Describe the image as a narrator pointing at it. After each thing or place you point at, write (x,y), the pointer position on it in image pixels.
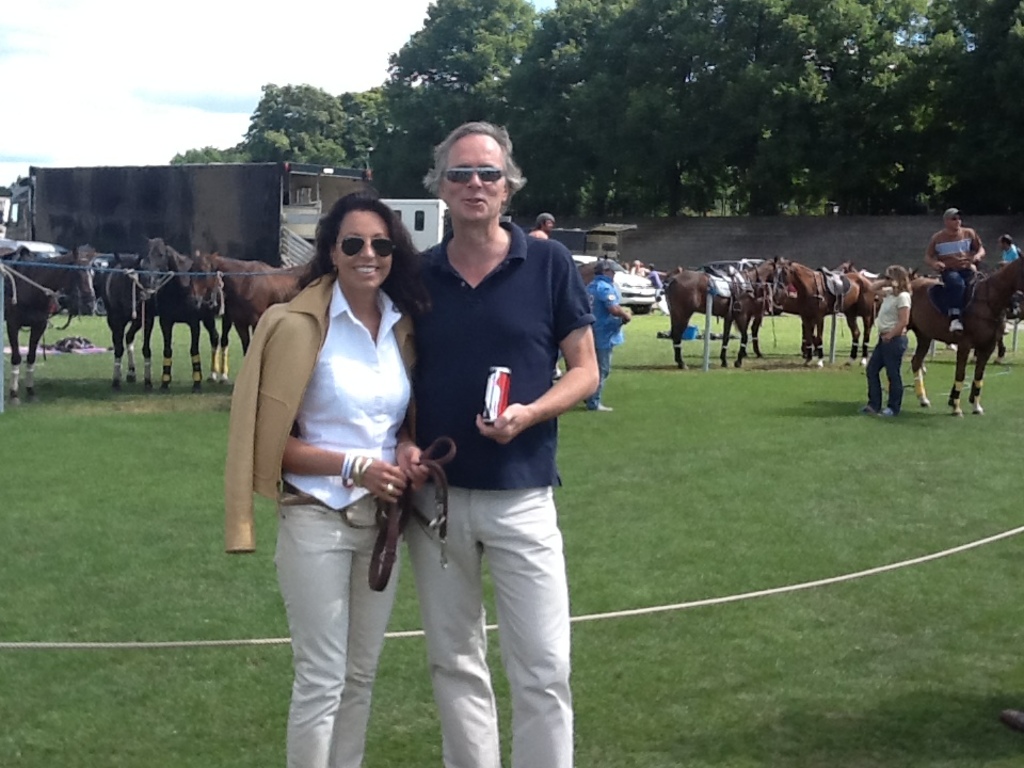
This picture is taken in a grounds (654,631). In the center (376,269) there are two persons (307,672), one woman (350,349) and one man (485,314). The woman (323,577) is wearing white t shirt (374,426), cream trousers (340,542), cream jacket (296,400), goggles (348,248) and holding a belt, there is a man (449,314) besides her and he is wearing a blue t shirt (541,445), cream trousers (523,523), goggles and holding a can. There is a green grass (751,671) on the ground (717,459). To the right corner (1022,282) there is a horse (1019,269) and a person (972,262) sitting on it and a woman (892,327) besides that horse (943,319). In the background (769,197) there is a white truck (623,266), building (294,186), some trees (432,56) and blue sky (208,71). In the left corner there are some horses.
